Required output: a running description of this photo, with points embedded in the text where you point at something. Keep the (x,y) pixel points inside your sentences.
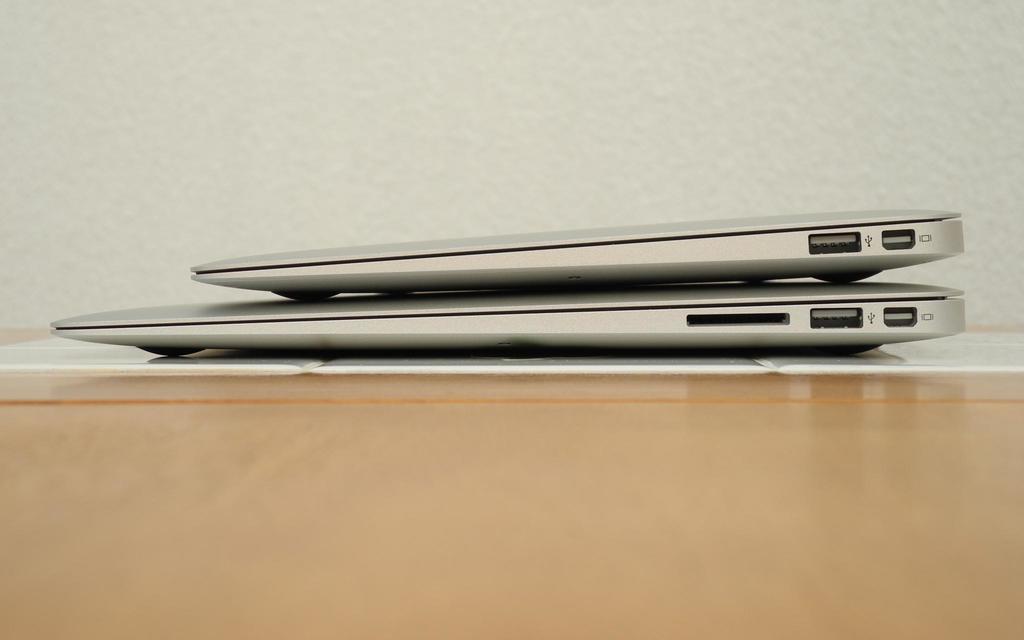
In this I can see there are two laptops (561,313) one on another. On a white color table (124,351), at the top (481,90) it is the wall (462,133).
